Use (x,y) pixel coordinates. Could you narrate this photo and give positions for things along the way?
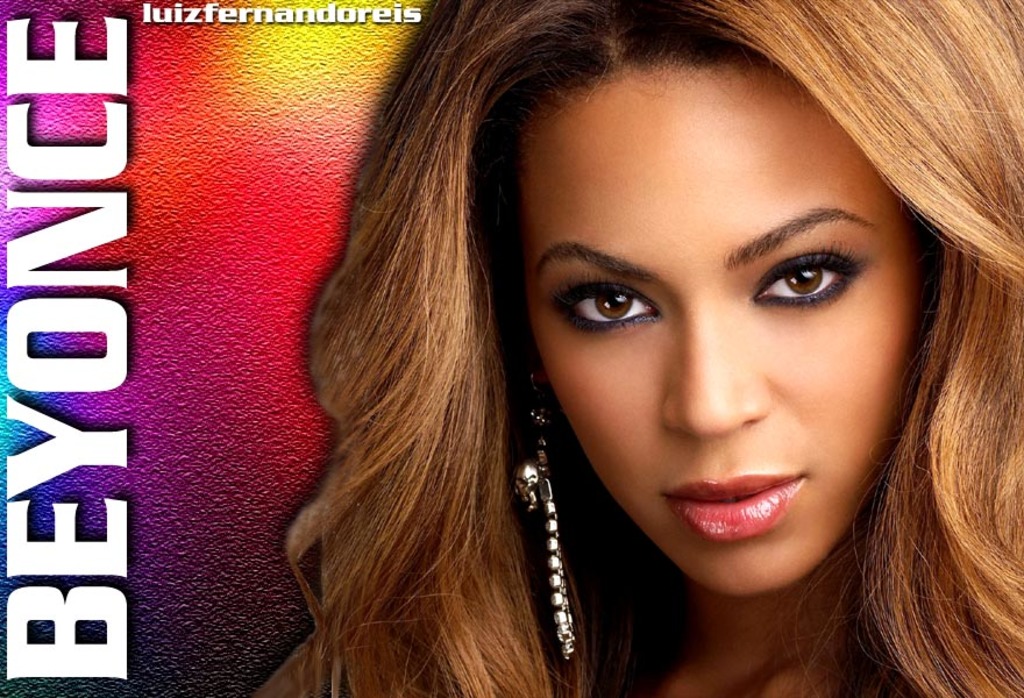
It is an edited image there is a photo (765,83) of a singer (392,451) and beside the photo (359,439) her name (90,223) is printed.
